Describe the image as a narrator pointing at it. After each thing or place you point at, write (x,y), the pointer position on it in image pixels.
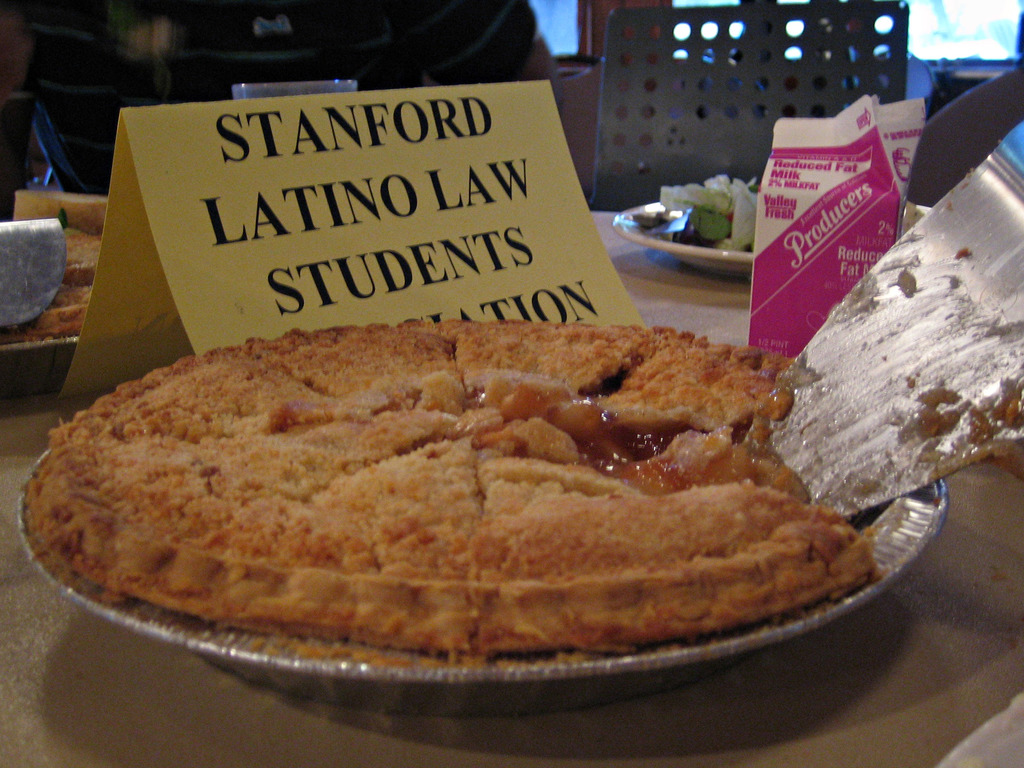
In the image there is a paper (207,261) and something is written on the paper (436,247), around that there are some food items (76,322) placed on the table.
